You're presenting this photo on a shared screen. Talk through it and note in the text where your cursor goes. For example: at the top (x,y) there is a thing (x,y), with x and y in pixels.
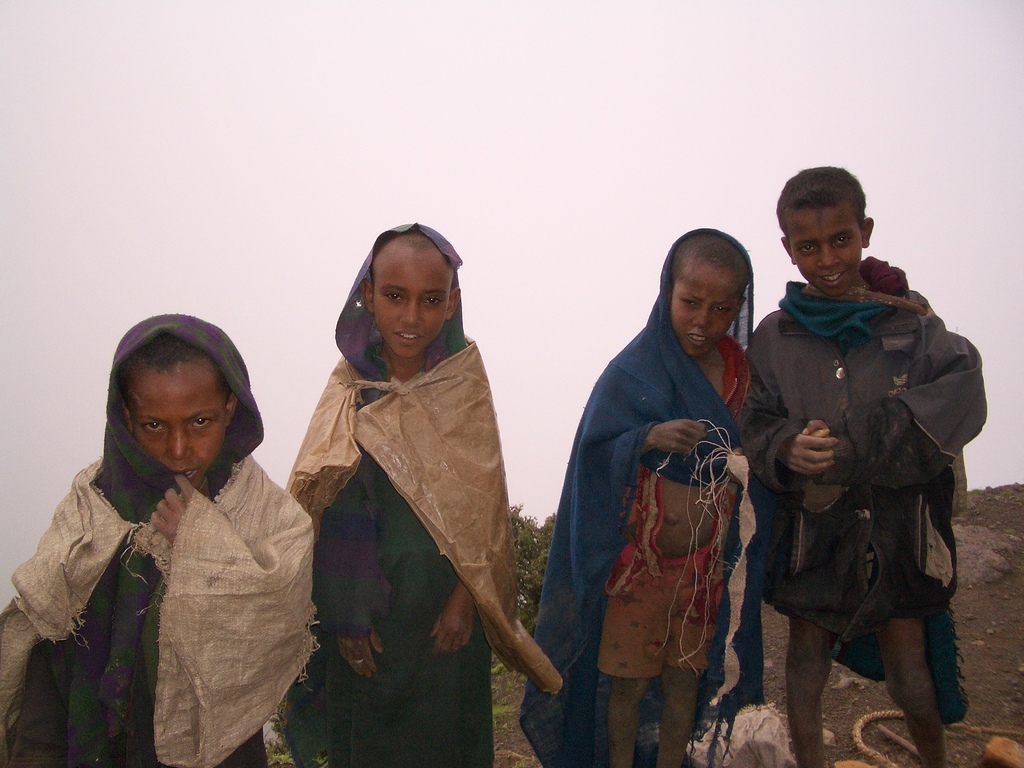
Here I can see four boys (432,471) are standing and giving pose for the picture. At the back of these people (727,575) I can see a plant (528,580) on the ground (509,712) and also there is a rope (866,723). At the top (363,110) I can see the sky (261,93).
